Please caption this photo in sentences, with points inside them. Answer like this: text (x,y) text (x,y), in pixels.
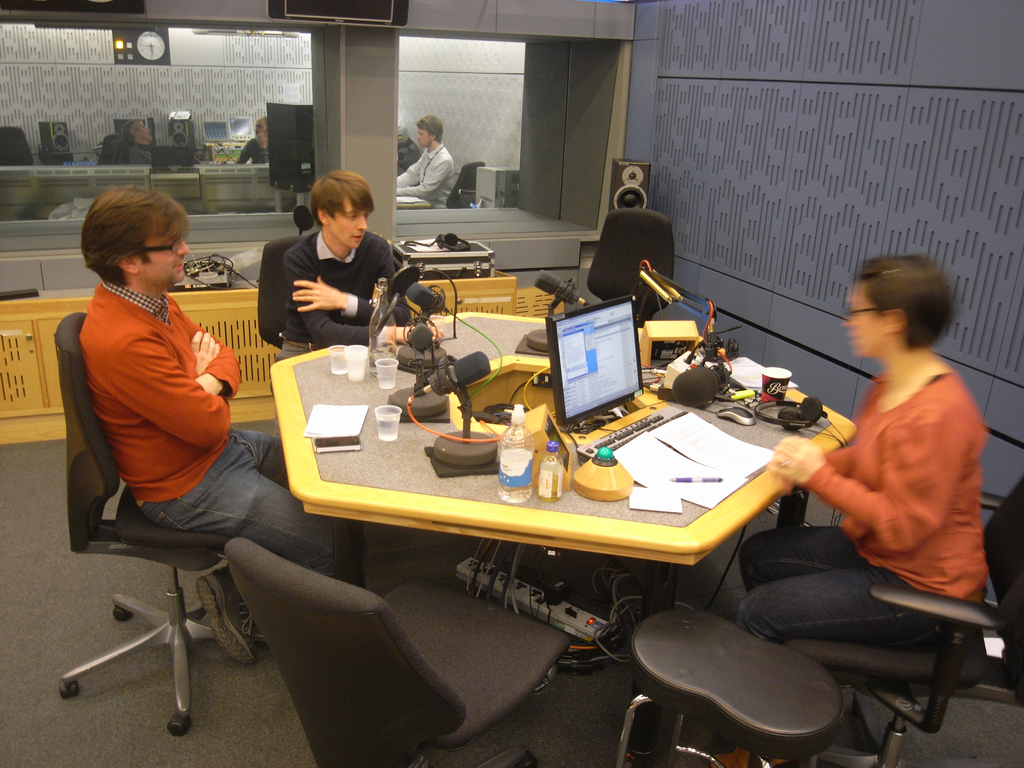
This picture describes about group of people (945,549), they are seated on the chair (155,548) in front of them we can see microphone (455,371), monitor (580,376), bottle (528,447), papers (651,456) and some glasses (392,425) on the table (407,435), and also we can see a sound system (614,189).
